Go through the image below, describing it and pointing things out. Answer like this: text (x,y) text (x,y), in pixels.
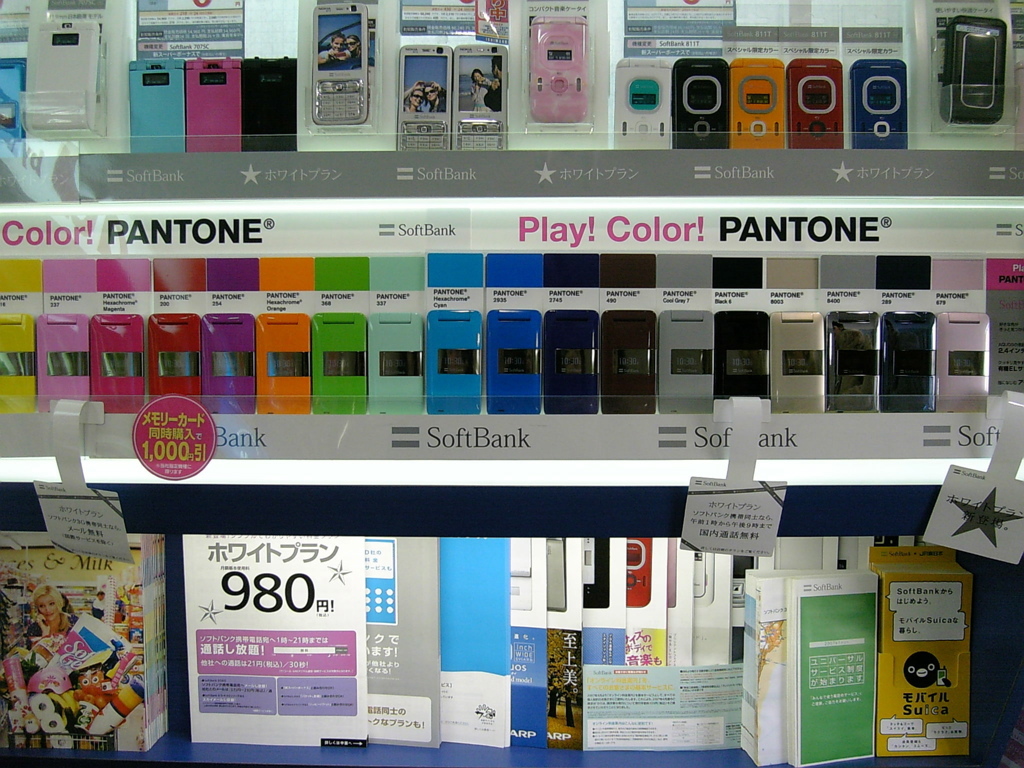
The picture consists of racks (46,148), in the racks (540,323) there are electronic gadgets (756,326) and we can see stickers (420,299) also.
